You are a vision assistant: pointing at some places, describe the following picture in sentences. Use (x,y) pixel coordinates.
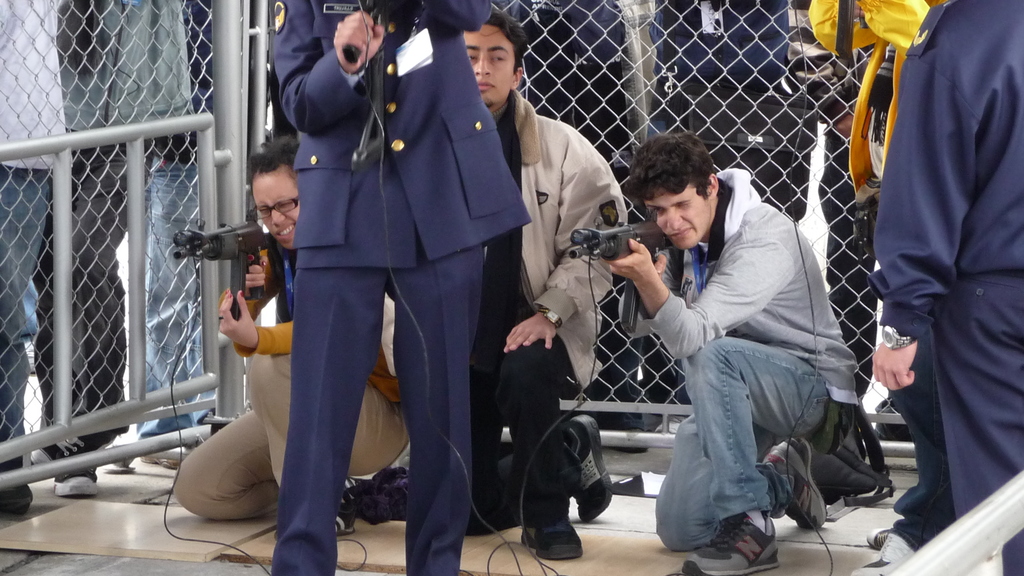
This image is taken outdoors. At the bottom of the image (88,562) there is a floor (625,561). In the background (707,82) there is a mesh (861,124) and a few people (682,87) are standing on the floor (124,475). On the right side of the image (908,117) two men (895,222) are standing on the floor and there is a railing (970,524). In the middle of the image (568,327) three men (524,427) are sitting on the knees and there are two guns (572,251) in their hands (628,255). In the middle of the image (372,299) a man (411,426) is standing and he is holding a gun (370,68) in his hands (360,45). On the left side of the image (101,457) there is a railing (126,418).
